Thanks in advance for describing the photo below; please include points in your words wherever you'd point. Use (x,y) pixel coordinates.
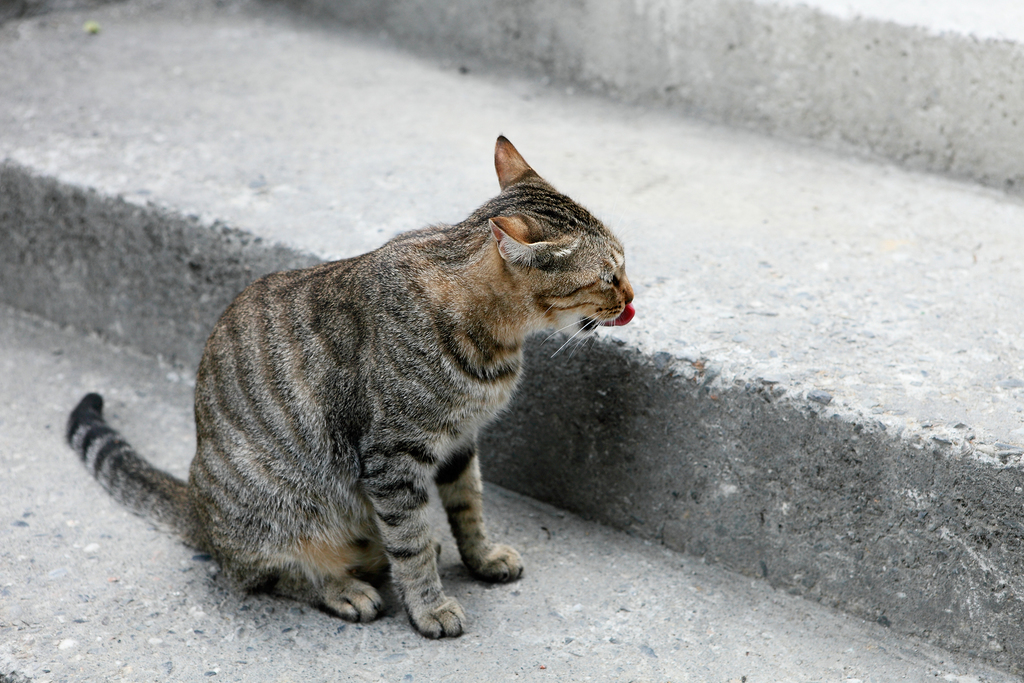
In this image I can see the cat (383,418) which is in brown, black and white color and it is on the stairs (698,490).
